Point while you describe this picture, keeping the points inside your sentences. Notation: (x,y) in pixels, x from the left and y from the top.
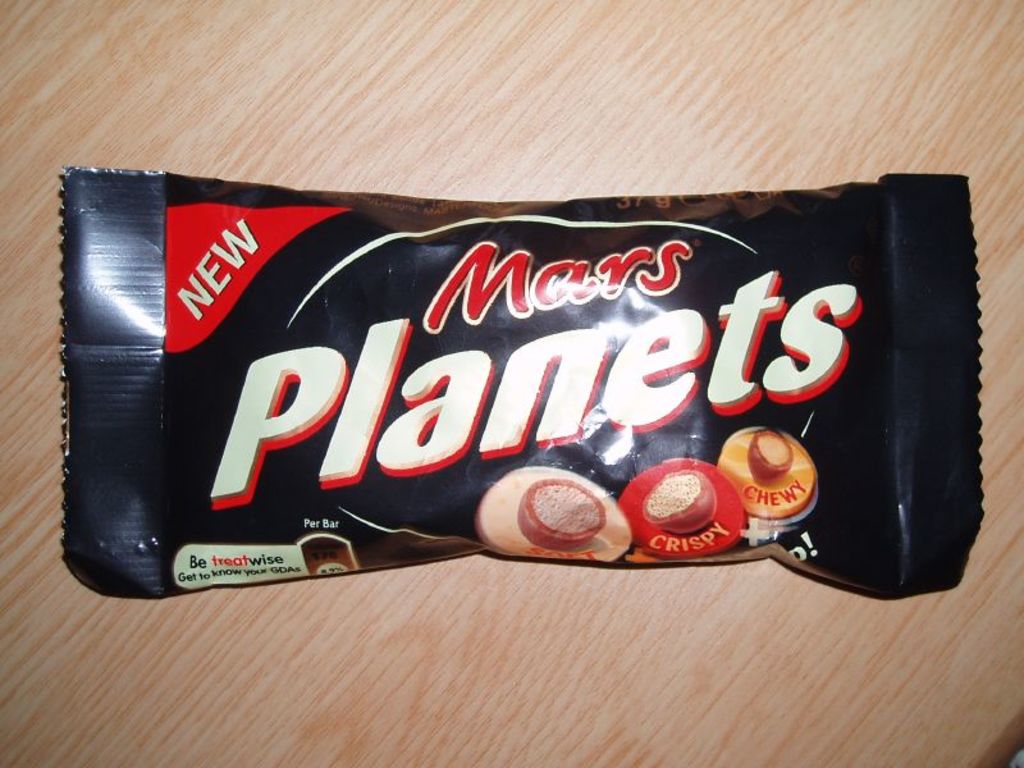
In the center of the image (480,403), we can see a chocolate (326,445) on the table (366,597).
